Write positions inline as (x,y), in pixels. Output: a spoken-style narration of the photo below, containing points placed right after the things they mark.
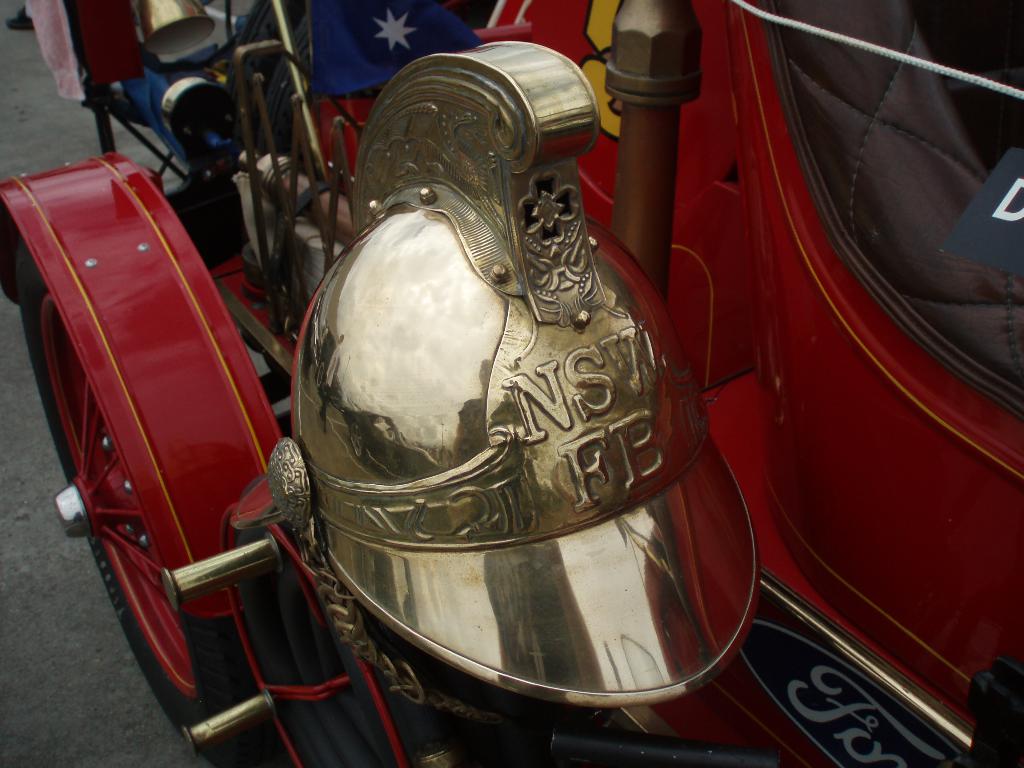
This looks like a roman warrior hat mask (554,473), which is gold in color. I think this is a vehicle (751,124), which is red in color. This looks like a wheel (58,427).
